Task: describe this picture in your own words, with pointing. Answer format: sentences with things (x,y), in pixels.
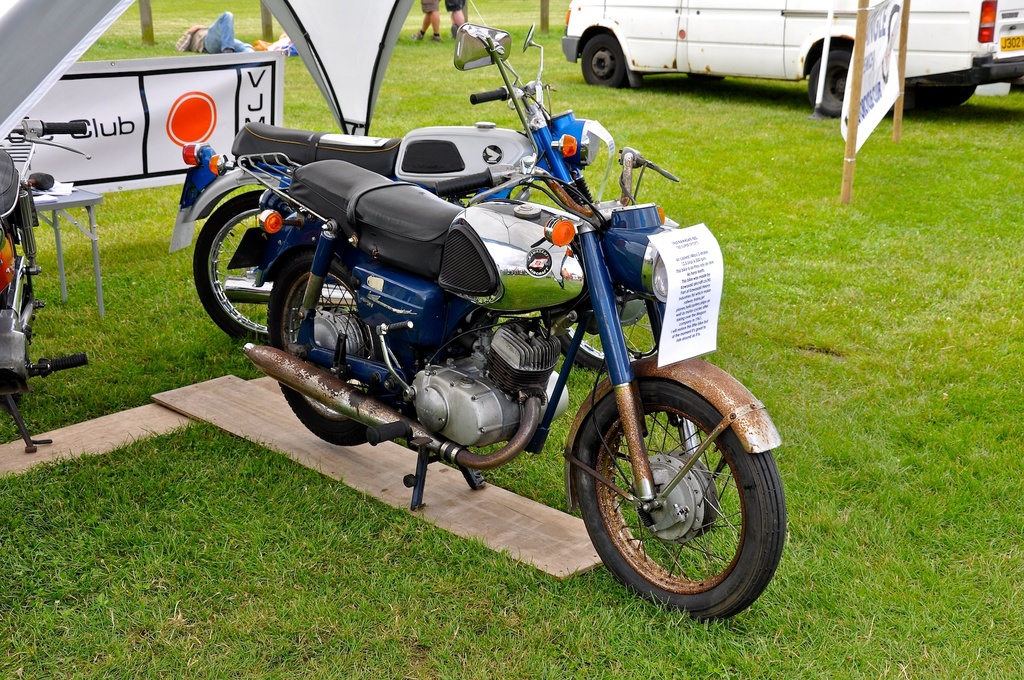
In this image there are a few bikes (510,327) and vehicles (930,76) are parked on the surface of the grass (434,566), there are a few wooden planks (276,411) and banners (867,64), there is a table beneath the camp (357,106) and there are a few people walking and one person (225,41) is lying.
